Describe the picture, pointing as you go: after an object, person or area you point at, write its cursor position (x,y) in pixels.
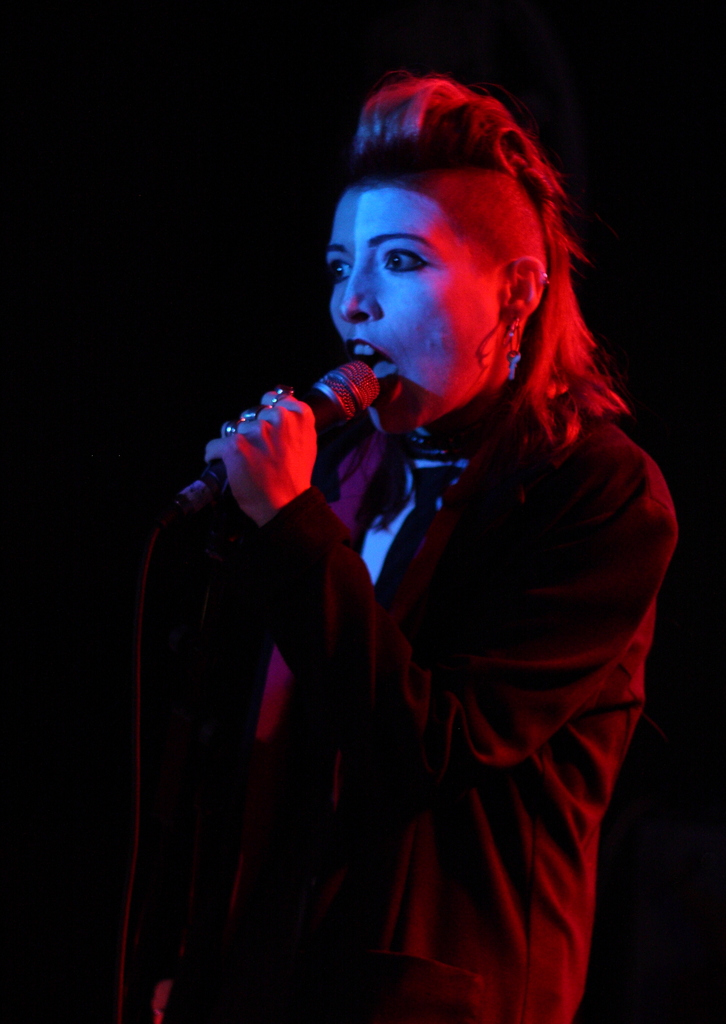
In the foreground of this image (369,591), there is a person (394,480) holding a mic (335,383) and we can also see a red light (554,371) on the person (488,626) and the dark background (172,323).
